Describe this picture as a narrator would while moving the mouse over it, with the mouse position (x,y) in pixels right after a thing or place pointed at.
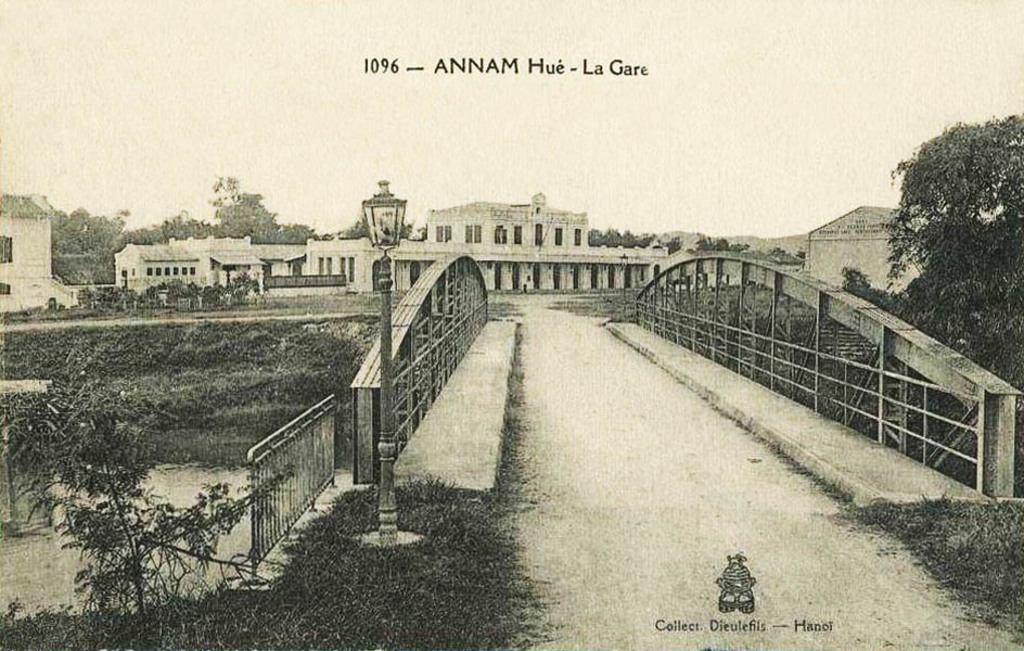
In this image I can see the old photograph in which I can see the water (221,471), few trees (161,561), some grass (192,419), a bridge (507,350), the railing (263,461) and in the background (352,182) I can see few buildings (414,250), few trees (646,240) and the sky (545,112).
